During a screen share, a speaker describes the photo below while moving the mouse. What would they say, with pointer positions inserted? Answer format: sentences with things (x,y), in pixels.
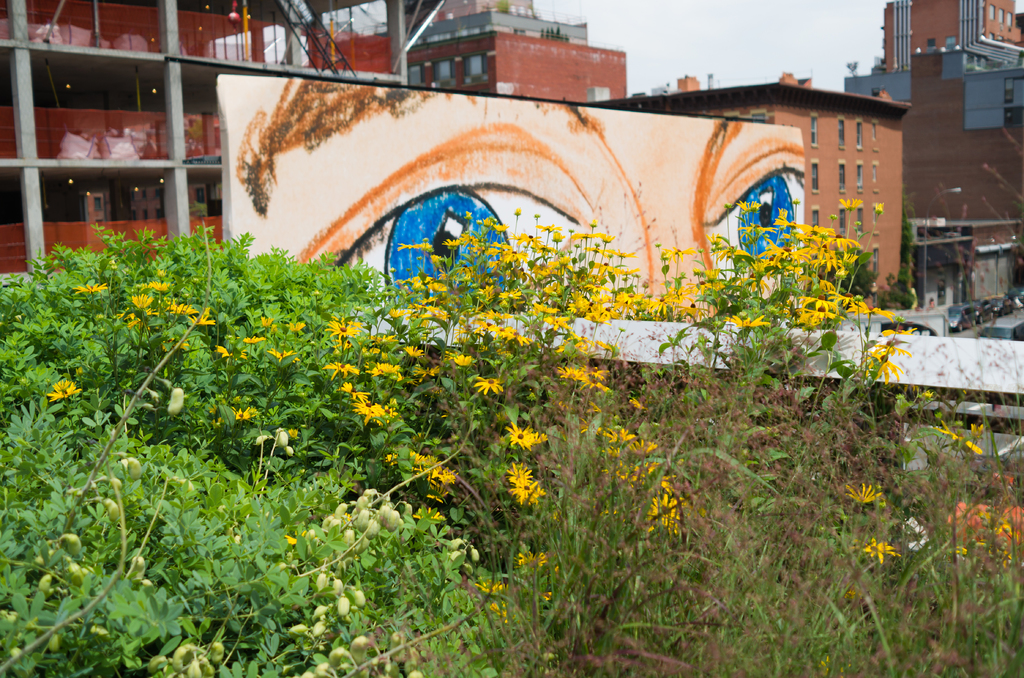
In this image, on the right side (926,151), we can see a building (860,154), pipes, vehicles (922,326) and glass window (841,175). In the middle of the image (595,252), we can see a glass window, plants (670,434) and a painting (530,217) on the wall (495,258), buildings (837,130). On the left side (135,558), we can see some pillars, plants (124,421), flowers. At the top (722,29), we can see a sky (723,38).
